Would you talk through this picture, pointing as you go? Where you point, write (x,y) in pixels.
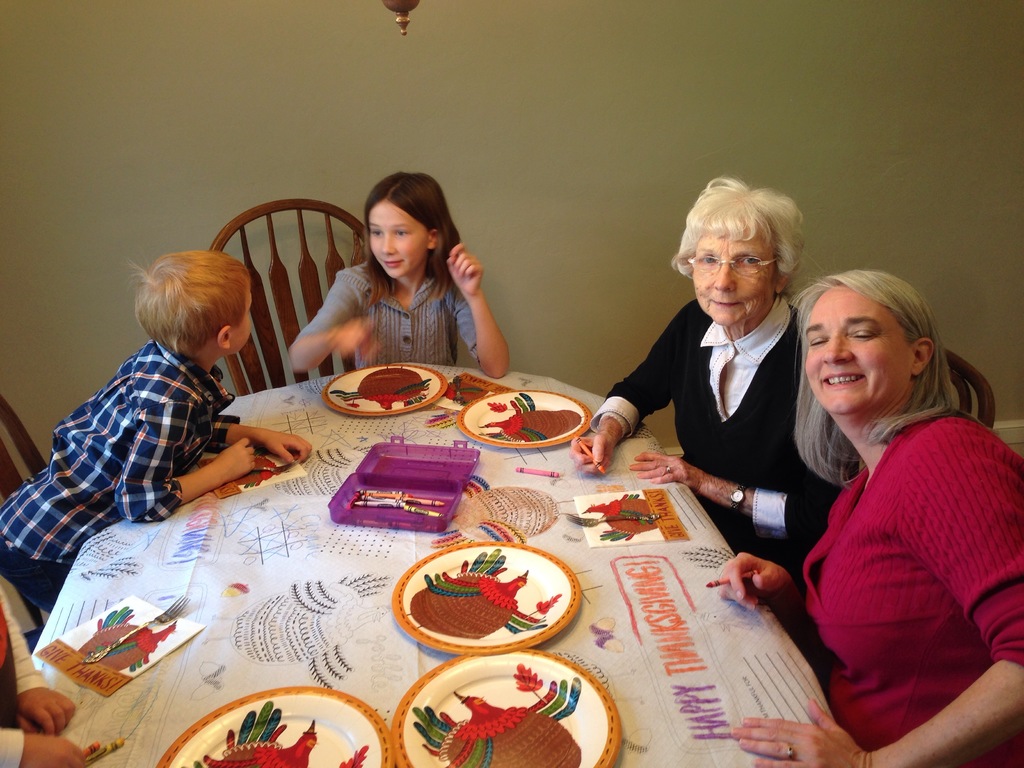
In this image there are three persons (962,751) sitting on the chairs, two kids (214,369) near the table (293,409), there are plates (417,576), card (641,494), fork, box (418,521) of crayons (403,507) on the table (144,589), and in the background (74,99) there is a wall (380,151).
